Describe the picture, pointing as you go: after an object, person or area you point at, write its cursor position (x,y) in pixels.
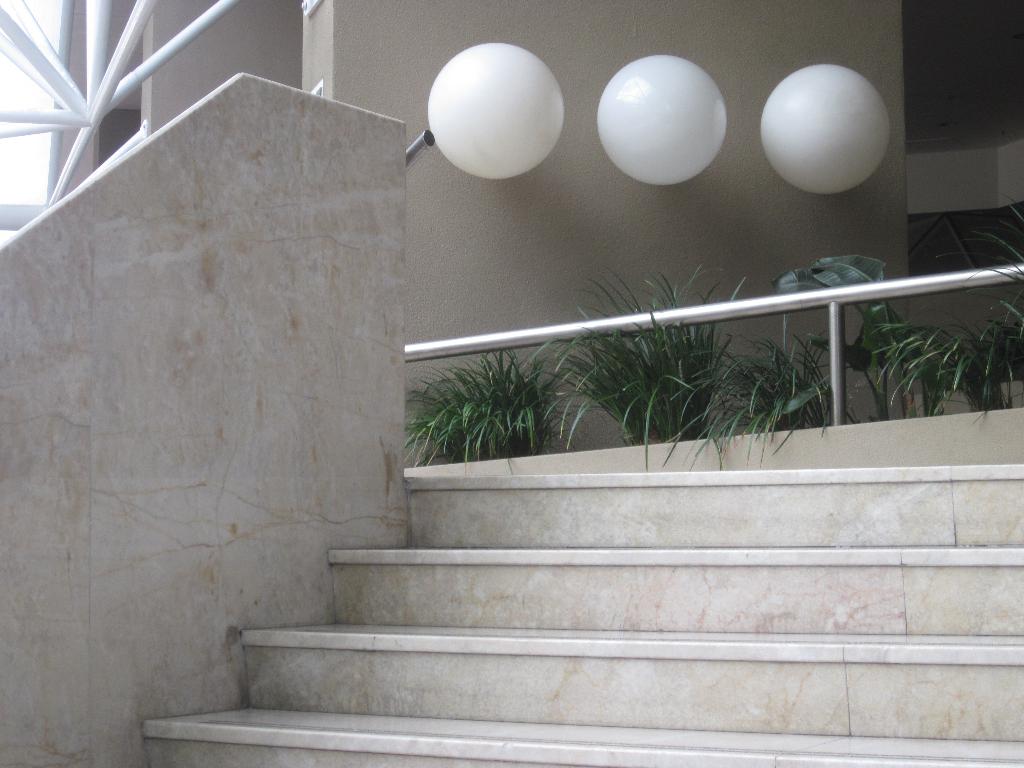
These are the staircases (809,536) and here there are plants (859,350) and these are the white color balls (631,148) on the wall (654,201).
